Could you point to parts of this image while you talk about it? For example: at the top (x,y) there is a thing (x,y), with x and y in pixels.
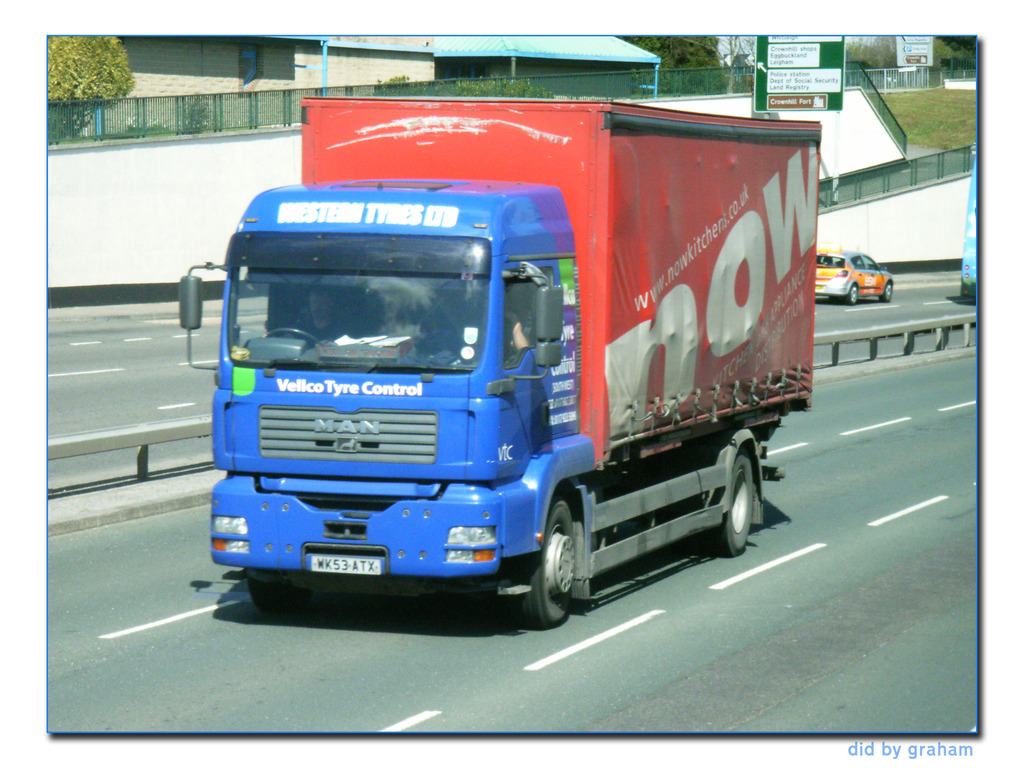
In this image I can see few vehicles (771,391) on the road (672,555). In the background (835,342) I can see the board (793,93), railing (237,110), houses (272,54) and many trees (698,49).
